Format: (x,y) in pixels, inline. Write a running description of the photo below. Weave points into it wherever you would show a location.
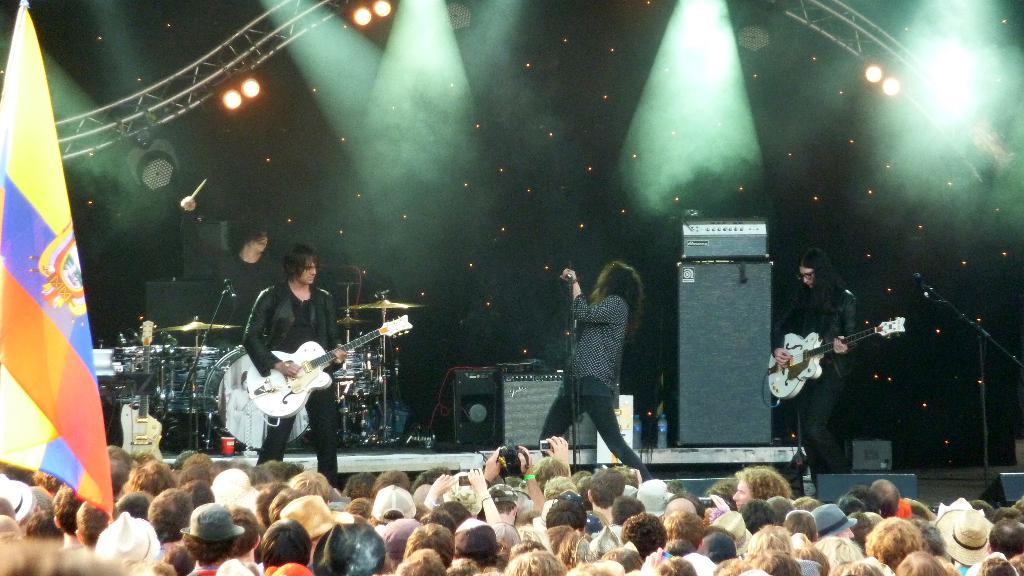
In this image, we can see few people (328,388) are standing and holding some objects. Few are playing musical instruments (371,430). Background (176,408) we can see lights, rods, some objects (770,311). Here there is a flag (44,335). At the bottom of the image (876,549), we can see human heads (446,543). Few people (459,490) are holding cameras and wearing caps (972,552).
